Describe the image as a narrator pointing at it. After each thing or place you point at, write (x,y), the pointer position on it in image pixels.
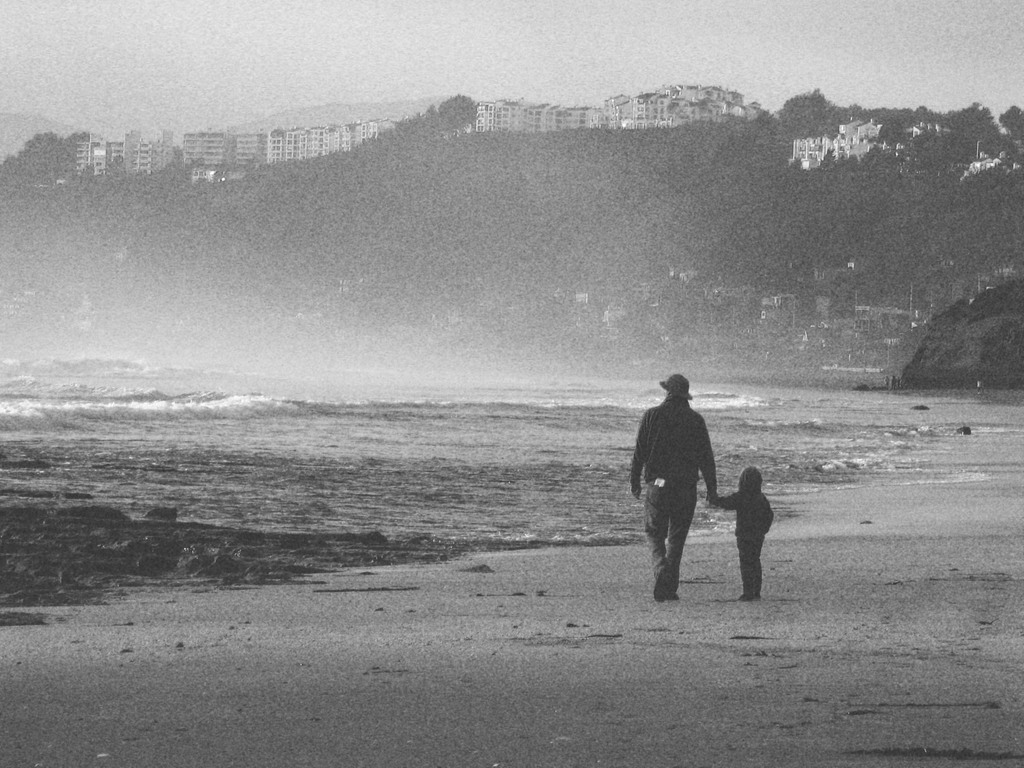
In this image we can see a person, a kid (749,566) is walking, there are trees (471,182), buildings (624,114), also we can see the sky (126,128), and the ocean (617,467), the picture is taken in black and white mode.
